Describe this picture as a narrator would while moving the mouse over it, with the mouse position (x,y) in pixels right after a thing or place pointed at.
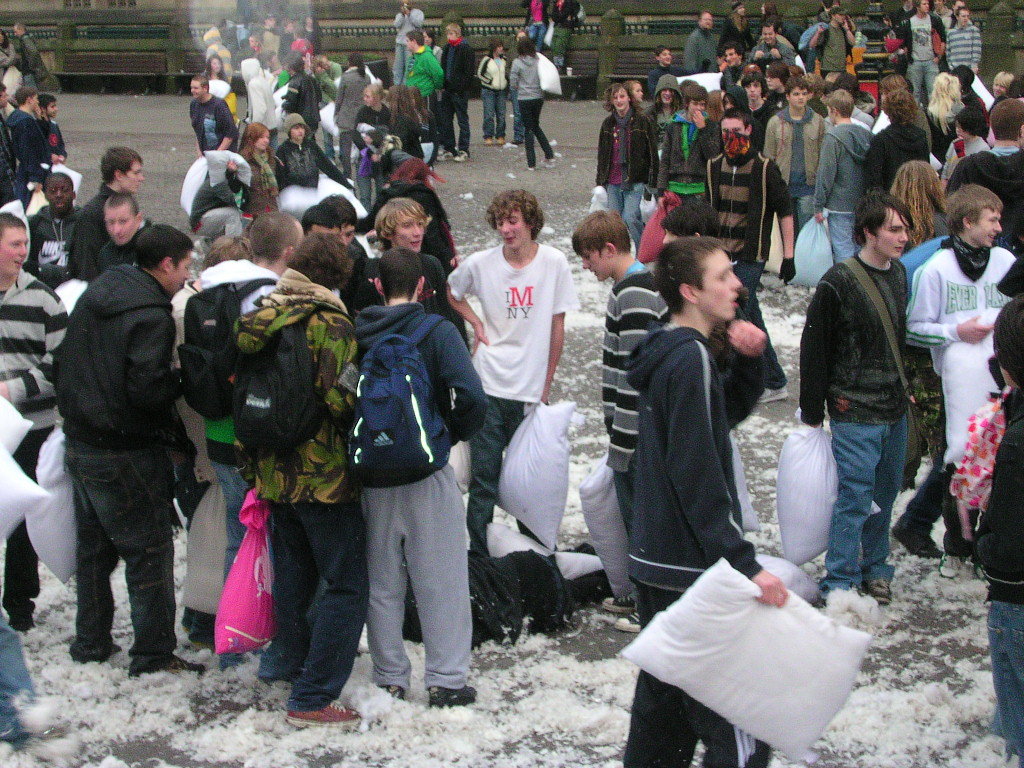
In this image I can see number of persons (666,400) are standing on the ground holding few pillows (15,437) in their hands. I can see white colored objects (527,711) all over the ground (391,728). In the background (629,42) I can see few buildings (80,11) and the railing (91,32).
